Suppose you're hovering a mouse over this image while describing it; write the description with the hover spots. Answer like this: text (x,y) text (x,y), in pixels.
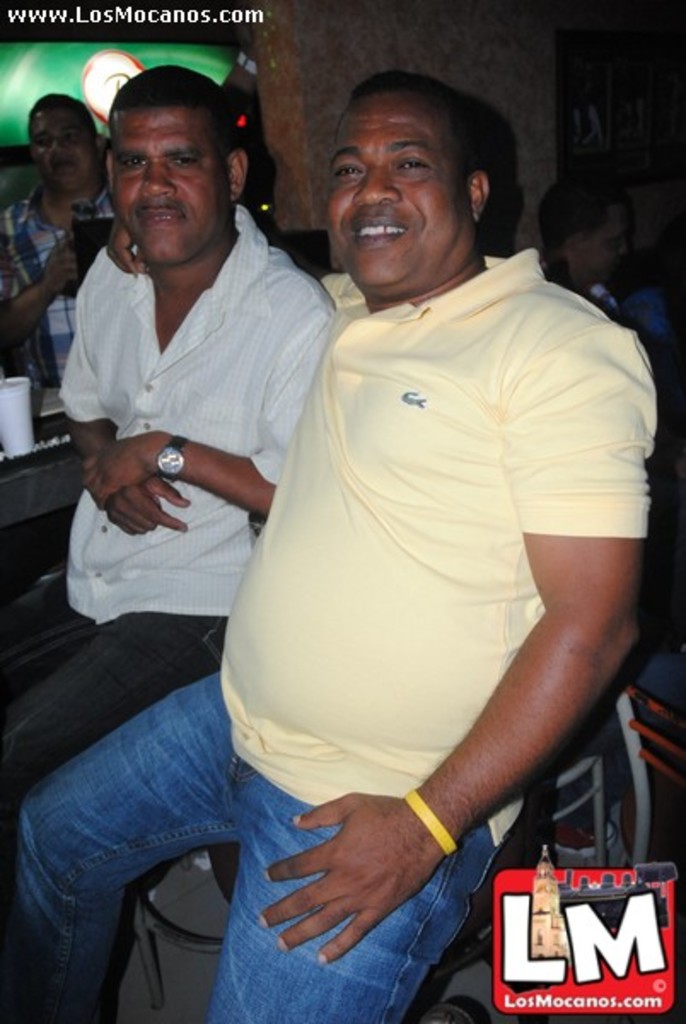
This picture shows four people (527,770) as first person (10,215) is standing, second person (117,194) is seated on the chair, third person (217,1019) is seated with a smile on his face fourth one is also seated.
